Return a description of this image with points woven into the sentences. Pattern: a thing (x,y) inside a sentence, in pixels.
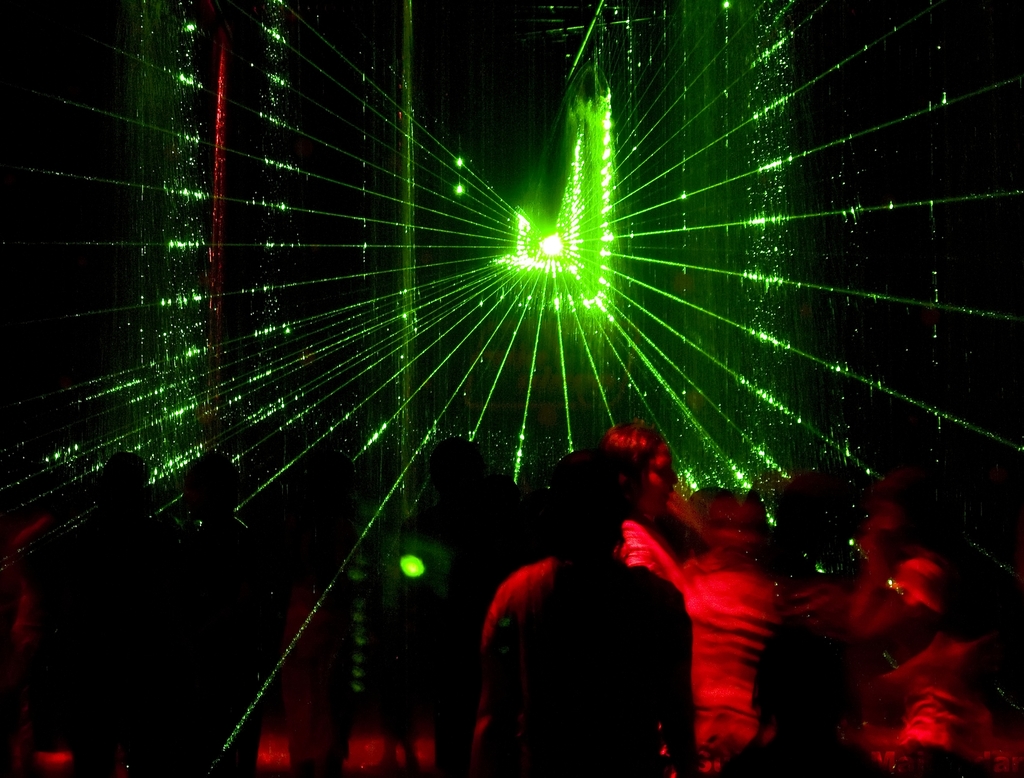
Here in this picture we can see number of people (518,534) present on the floor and above them we can see a light (554,289) and it is scattered in many ways.
